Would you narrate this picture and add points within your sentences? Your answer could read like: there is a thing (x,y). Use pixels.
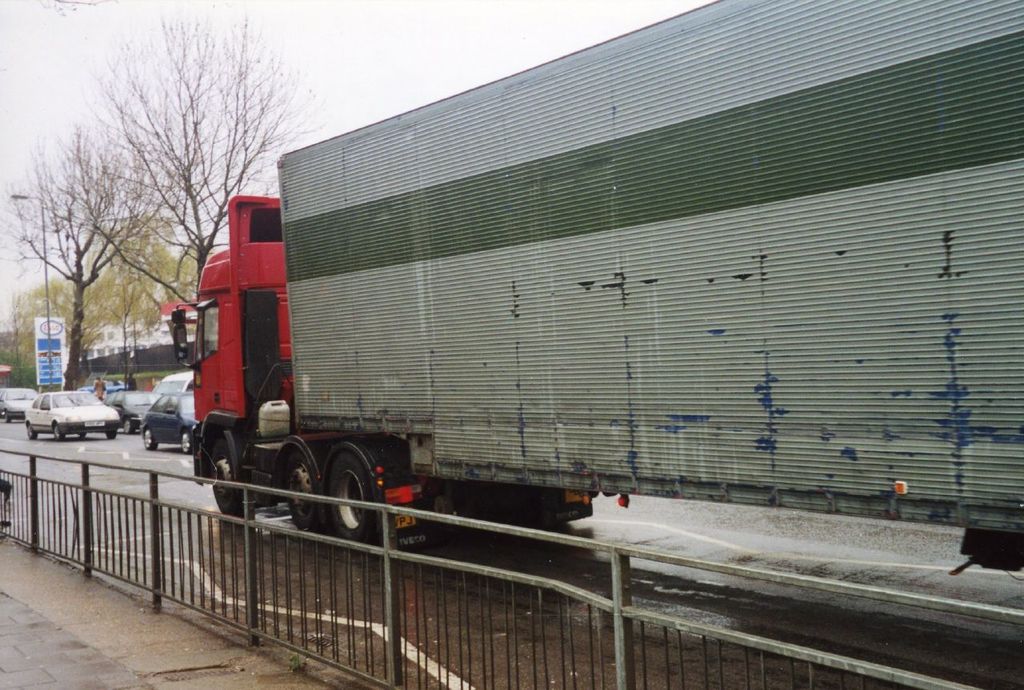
In this image I can see a vehicle (495,130) in red and gray color. I can also see few vehicles (21,391) on the road (124,442), railing (107,541), trees (133,312) in green color and sky (345,62) in white color.
